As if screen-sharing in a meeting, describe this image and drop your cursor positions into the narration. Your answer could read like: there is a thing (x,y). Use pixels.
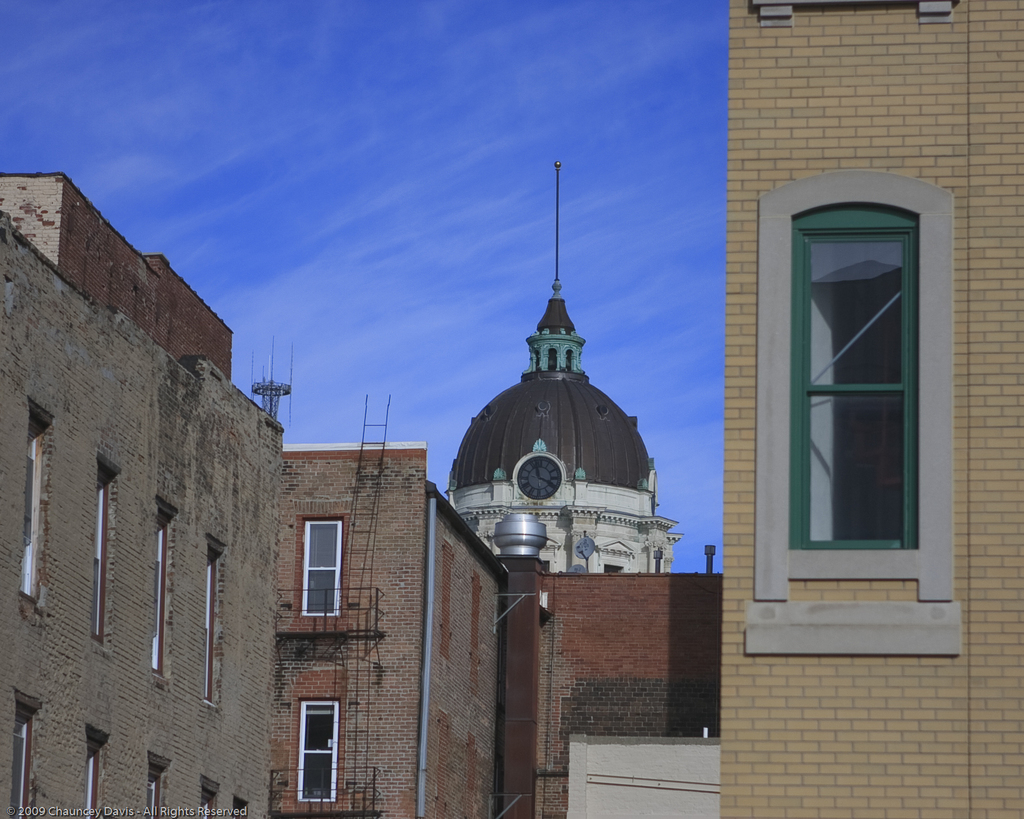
In this image there are some buildings (56,761) and in the background (549,423) there is a clock tower (541,451), at the top (389,180) there is sky (502,244) and also there are some other objects (309,636).
